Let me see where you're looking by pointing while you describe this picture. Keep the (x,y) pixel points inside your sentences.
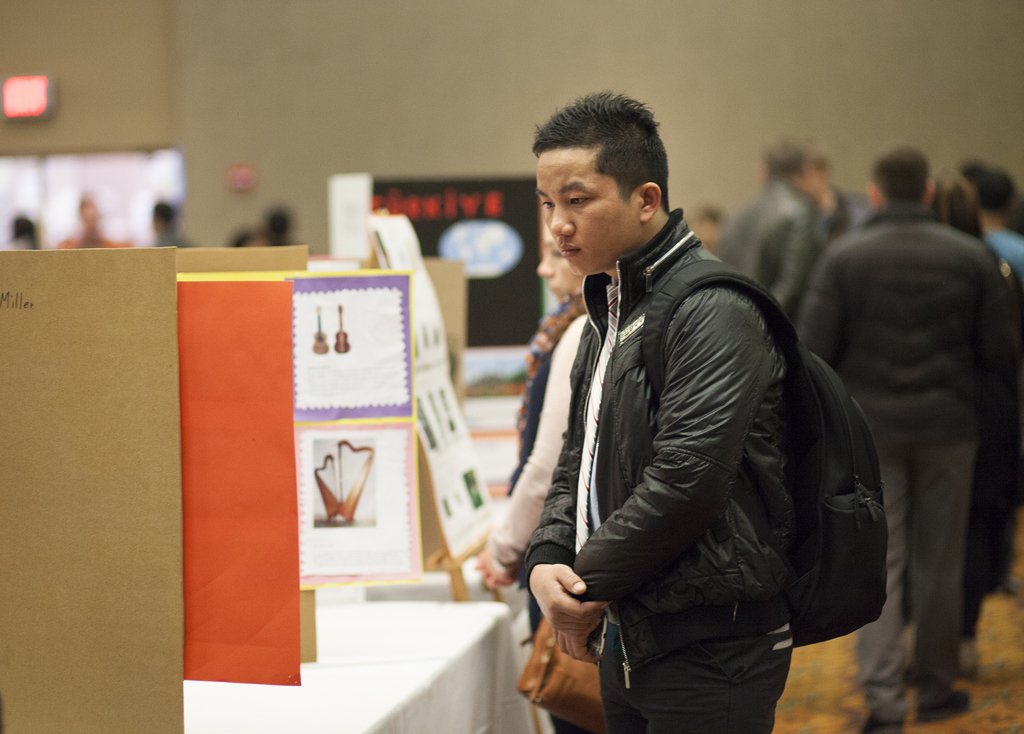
Here we can see few persons (564,433) standing at the hoardings (225,494) which are on the tables (370,719). In the background (395,179) the image is blur but we can see few persons (268,241), wall (124,14), hoardings (265,253) and other objects (30,204).
